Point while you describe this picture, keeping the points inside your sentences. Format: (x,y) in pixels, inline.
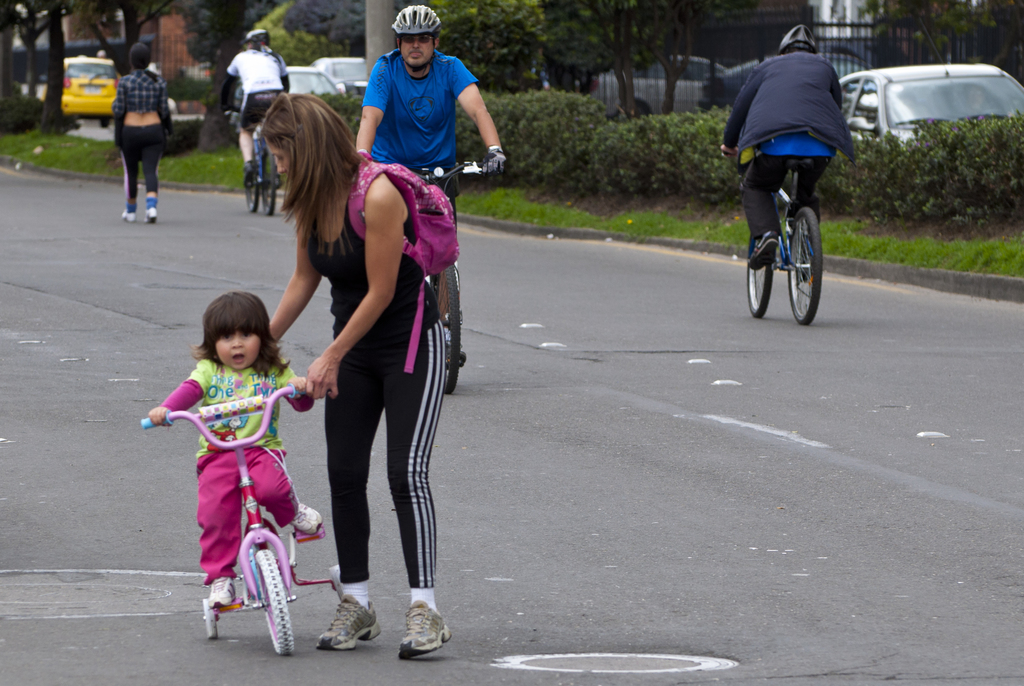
In this image, we can see a woman (338,457) standing and holding a small bicycle (259,412), there is a girl (226,506) sitting on a bicycle (220,445). We can see three persons (253,112) riding bicycles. There are some cars (111,106) on the road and we can see some plants (547,153) and trees (350,12). There is a fencing (984,46).
